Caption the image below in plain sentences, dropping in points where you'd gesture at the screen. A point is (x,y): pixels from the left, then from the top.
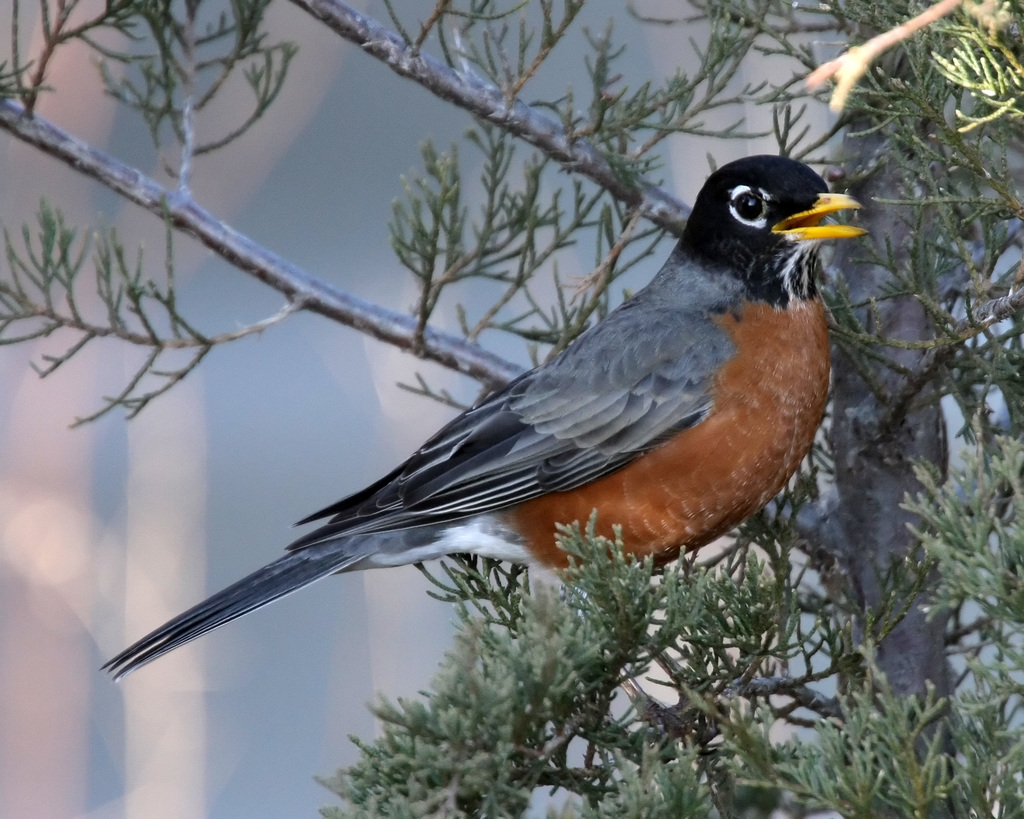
In this image there is a bird (684,307) standing on the branch (587,719) of the tree (571,718). In the background (914,418) there are leaves (925,707) and a tree (949,522).
